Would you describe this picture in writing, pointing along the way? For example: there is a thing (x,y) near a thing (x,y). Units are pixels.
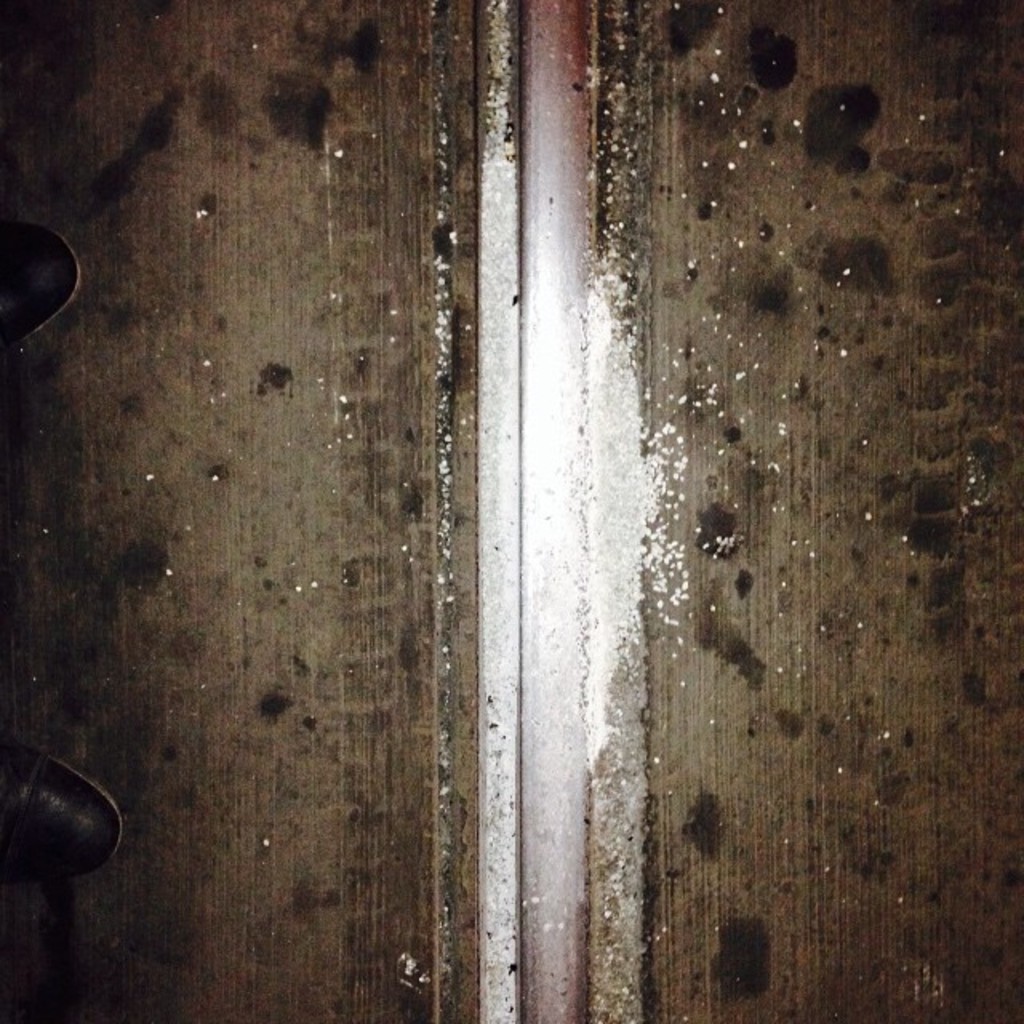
In this picture there are two legs (29,294) on the left side of the image (15,247) and there is concrete ground (594,414) in the image.
